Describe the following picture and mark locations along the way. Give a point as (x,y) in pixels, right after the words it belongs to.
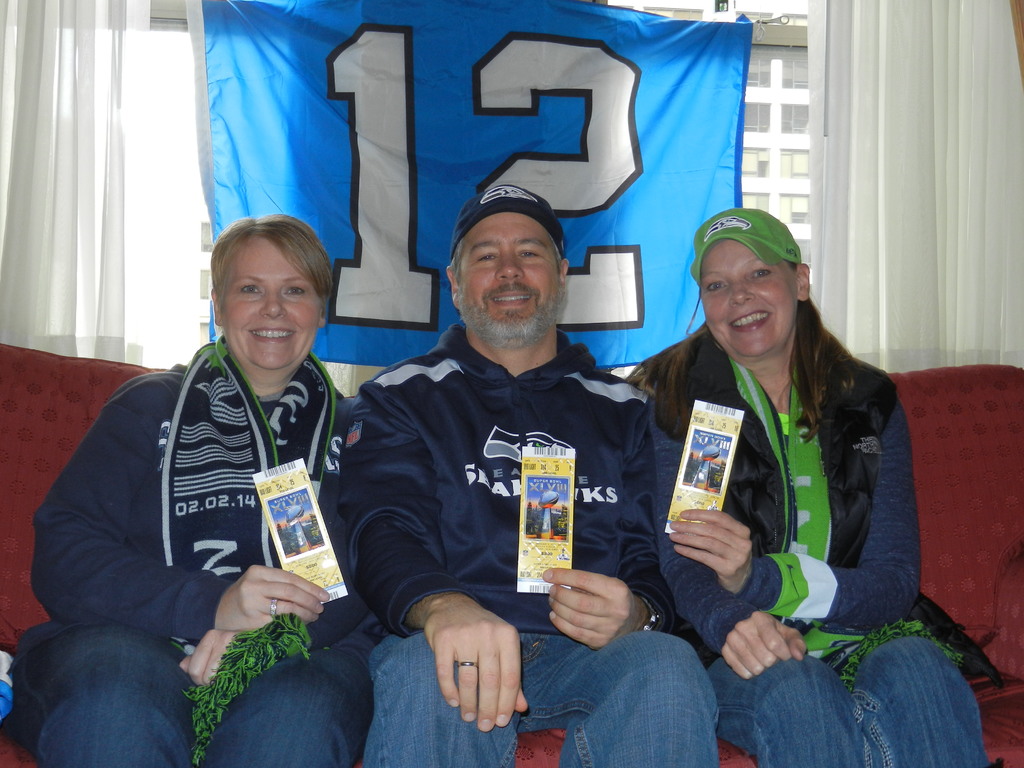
In this image I can see a men (487,726) and two women (290,640) are sitting on a red colour sofa (987,584). I can see they all are wearing jackets (332,487), jeans (780,726) and two of them are wearing caps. I can also see smile (761,321) on their faces (233,286) and here I can see they all are holding yellow colour things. In the background (978,94) can see white colour curtains (928,69), blue colour cloth (313,25) and on it I can see few numbers (332,64) are written.
